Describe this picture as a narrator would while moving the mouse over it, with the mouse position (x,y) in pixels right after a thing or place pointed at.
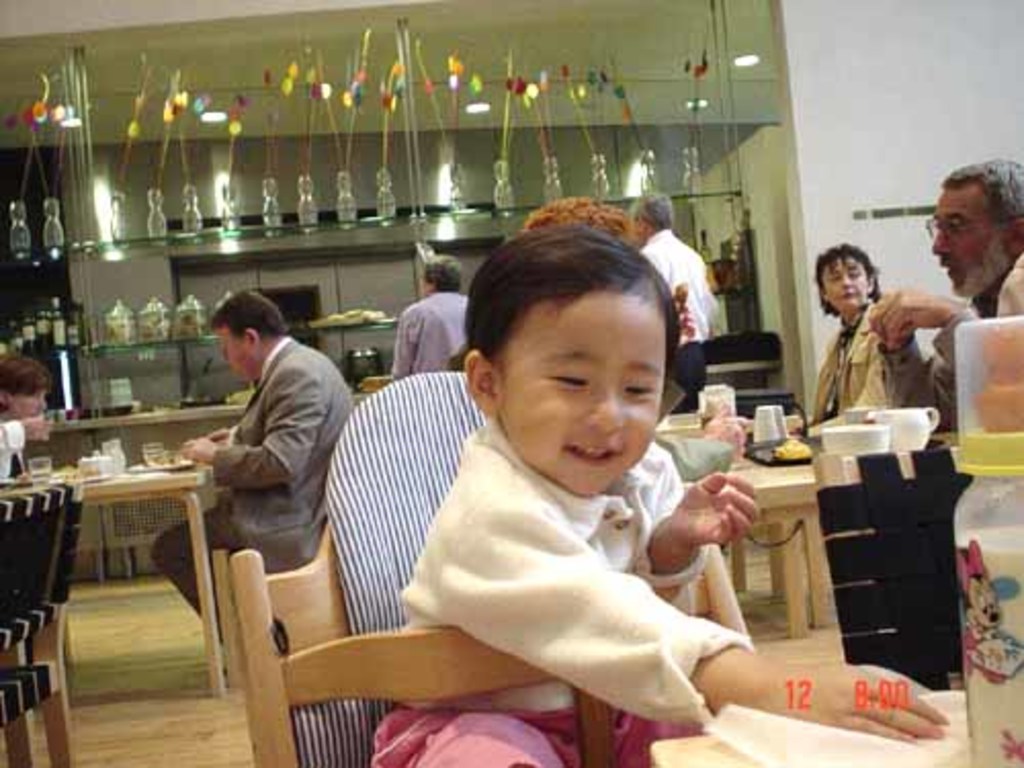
This picture is clicked inside a restaurant (851,217). There are tables (762,494) and chairs (249,604) in the image. There few people (234,486) sitting on chairs (286,590) at the table (165,490). In the center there is a kid (472,723) sitting on chair (402,642) and in front of there is table (732,746) and on it there is bottle (969,694). On the table (796,477) at the right corner (786,464) there are cups (835,423), glasses (774,427), trays (760,456) and food (789,454). In the background (206,242) there are shelves (263,225) and in the shelves (188,233) there are vases (157,220), jars (188,310) and food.
